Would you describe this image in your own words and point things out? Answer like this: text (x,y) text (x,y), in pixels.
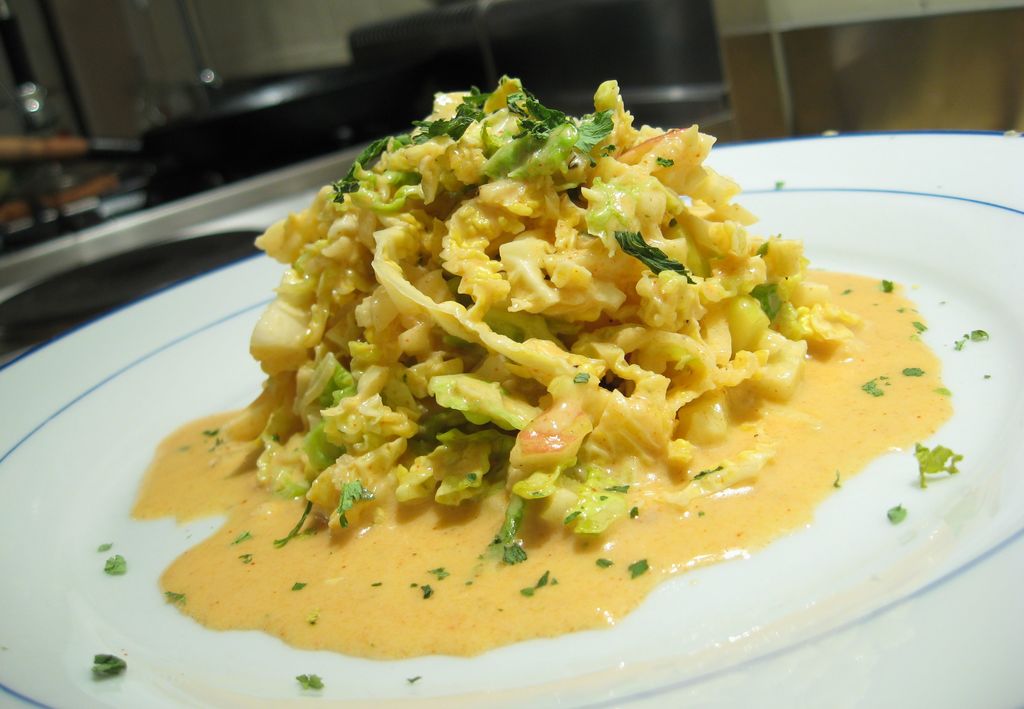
In this image in the foreground (462,582) there is one plate (933,246) and in the plate (180,612) there is some food (552,373), and in the background (342,117) there are some objects (364,94).
